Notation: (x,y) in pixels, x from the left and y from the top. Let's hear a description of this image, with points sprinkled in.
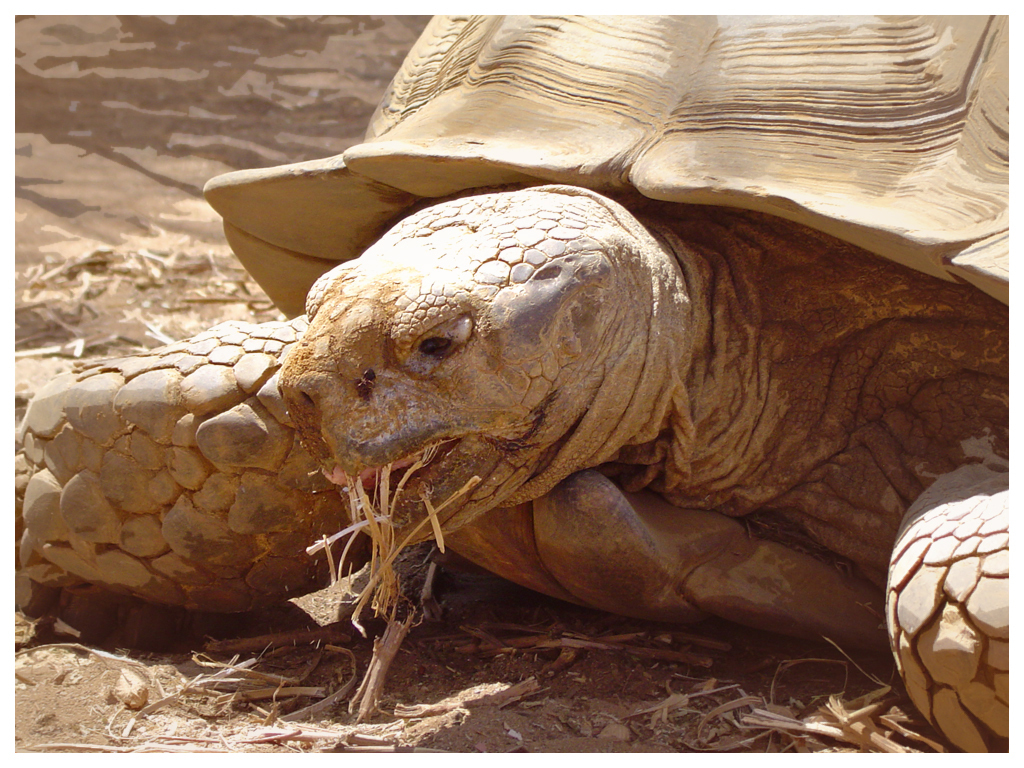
In this image I can see a tortoise (610,484) on the ground (463,563). This image is taken may be during a day on the dirt (129,300).
